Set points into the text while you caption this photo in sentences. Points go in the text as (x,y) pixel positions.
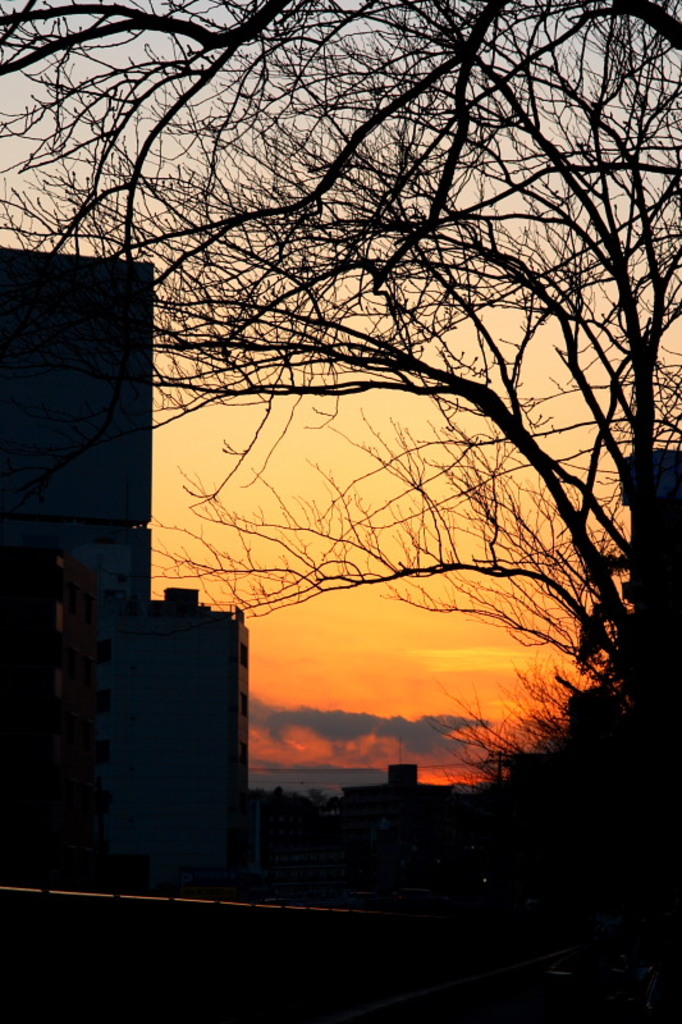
In this image I can see buildings (78,551), trees (659,776) and cloudy sky (439,740).
